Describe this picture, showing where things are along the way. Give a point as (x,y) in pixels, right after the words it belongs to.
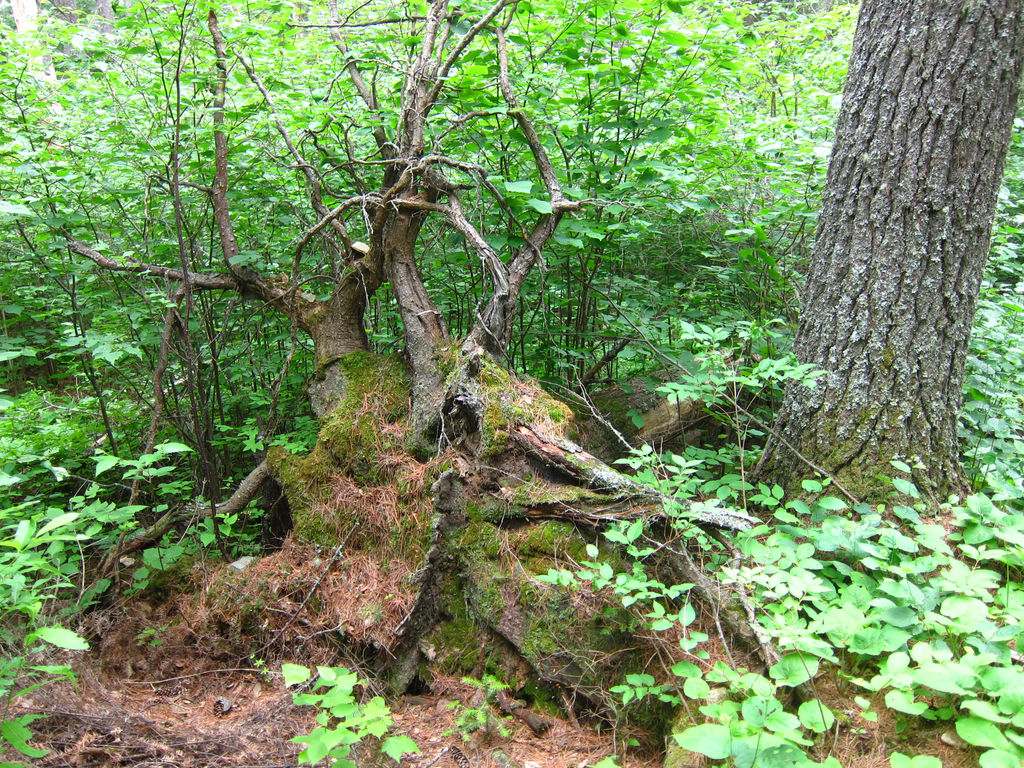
In this image we can see a group of plants (904,467) and the bark (856,447) of a tree (886,470).
